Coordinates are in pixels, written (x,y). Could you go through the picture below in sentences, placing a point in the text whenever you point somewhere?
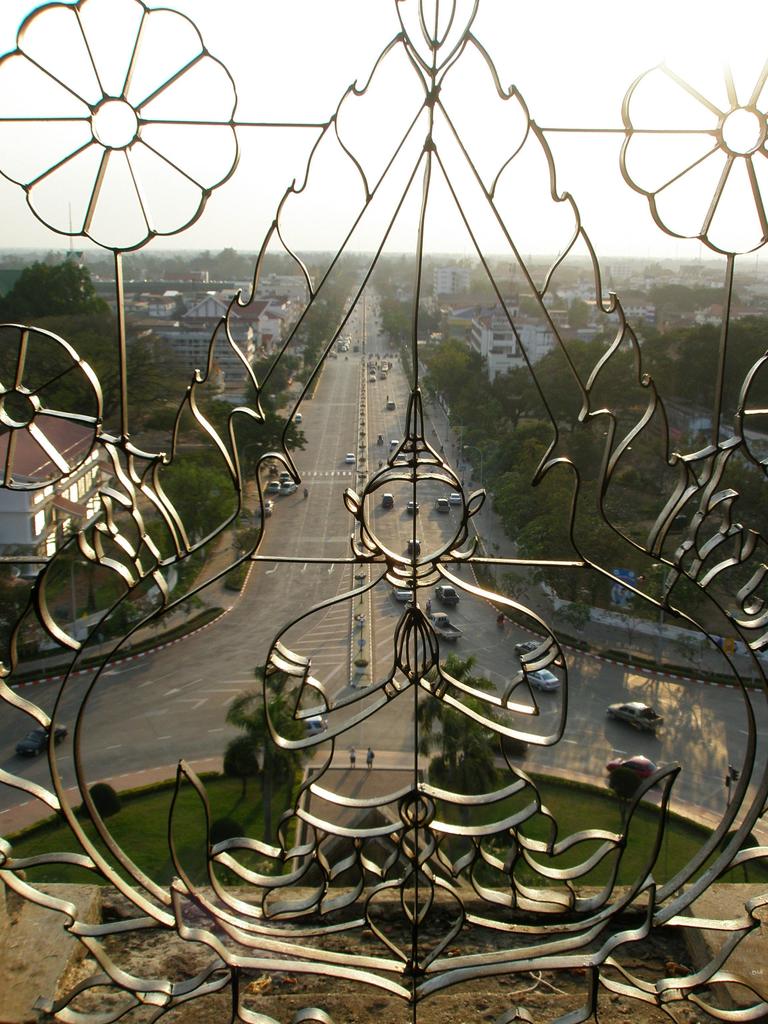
In this image I can see Iron bars (96,946). In the background (196,651) I can see number of vehicles (403,591) on these roads (292,680). I can also see number of trees (68,571), number of buildings (201,373) and here I can see grass (74,845).
